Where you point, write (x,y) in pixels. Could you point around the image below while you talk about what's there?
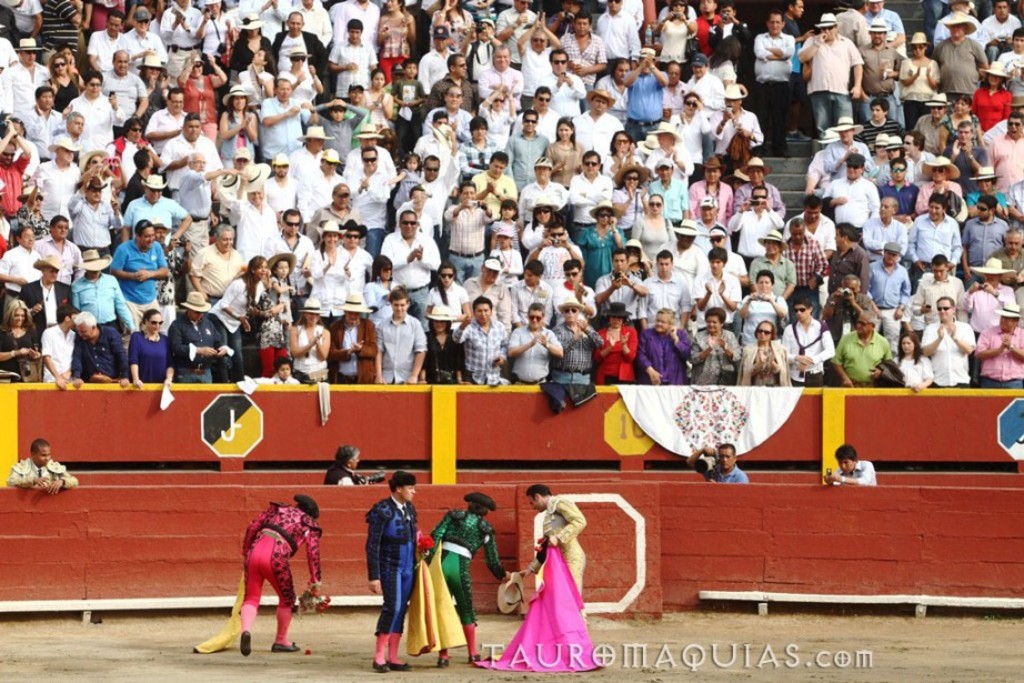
In the picture there are people (381,620) standing in a court (367,630), they are catching a cloth (421,628), there is a wooden fence (620,523), there is a stadium (535,136), there are many people (914,115) standing in the stadium (630,414).
